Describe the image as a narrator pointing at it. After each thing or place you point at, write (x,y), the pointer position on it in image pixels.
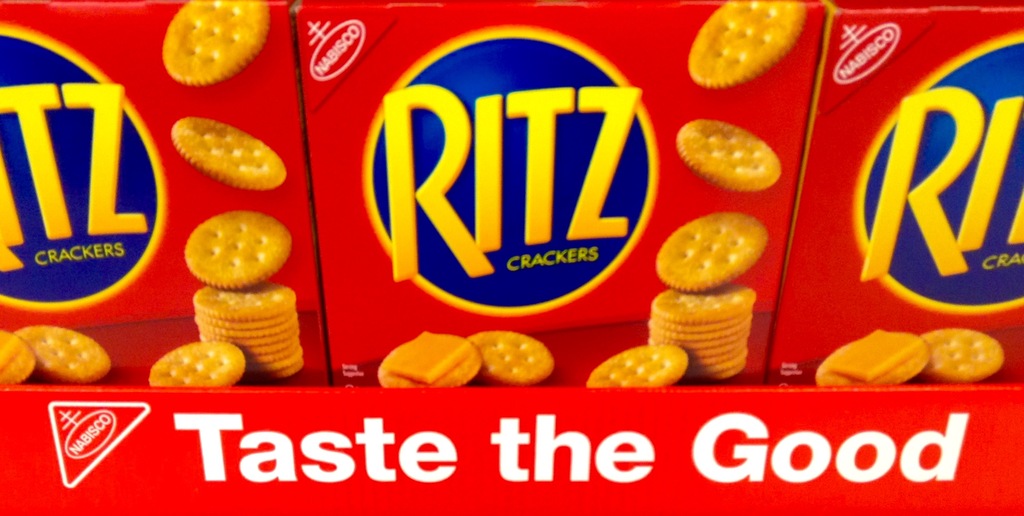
In this image there are three red color boxes (628,224), there is text (478,189) on the boxes (532,185), there are biscuits (296,297), there is an object (147,444) that looks like a board (738,433) towards the bottom of the image (421,445), there is text (695,439) on the board (358,454).
